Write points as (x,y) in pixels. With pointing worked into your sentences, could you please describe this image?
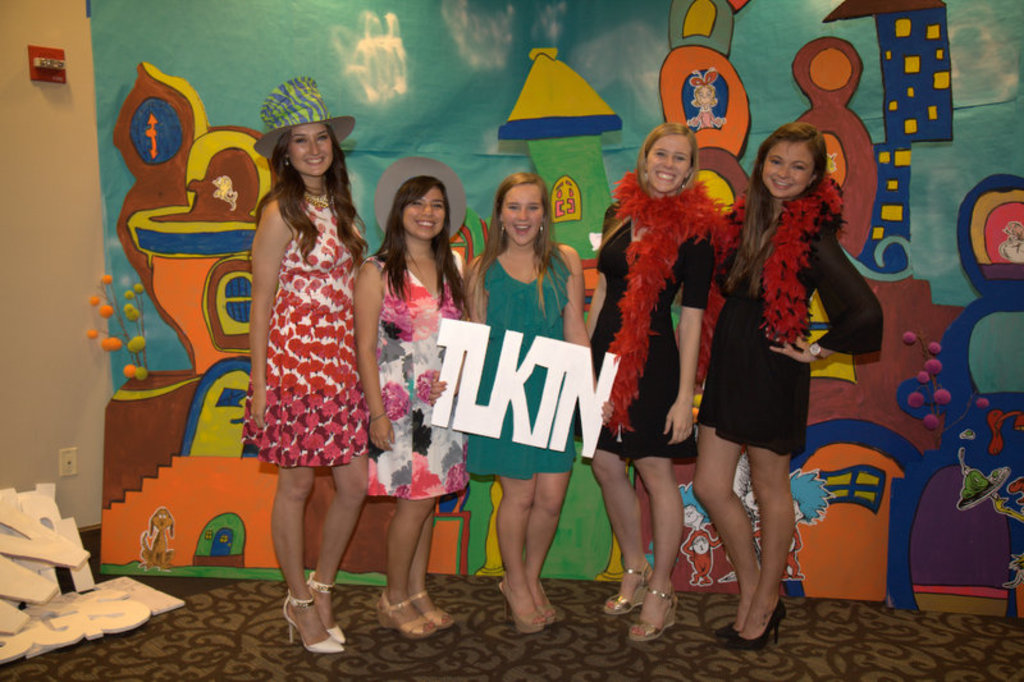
Here I can see few woman (743,363) standing, smiling and giving pose for the picture. The woman (521,270) who is in the middle (499,369) is holding a white color object (519,378) in the hand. In the bottom left-hand corner (47,591) there are few letter blocks (57,550). At the back of these people (292,119) there is a board (505,73) on which I can see some paintings (989,424). In the background (75,135) there is a wall (84,306).
